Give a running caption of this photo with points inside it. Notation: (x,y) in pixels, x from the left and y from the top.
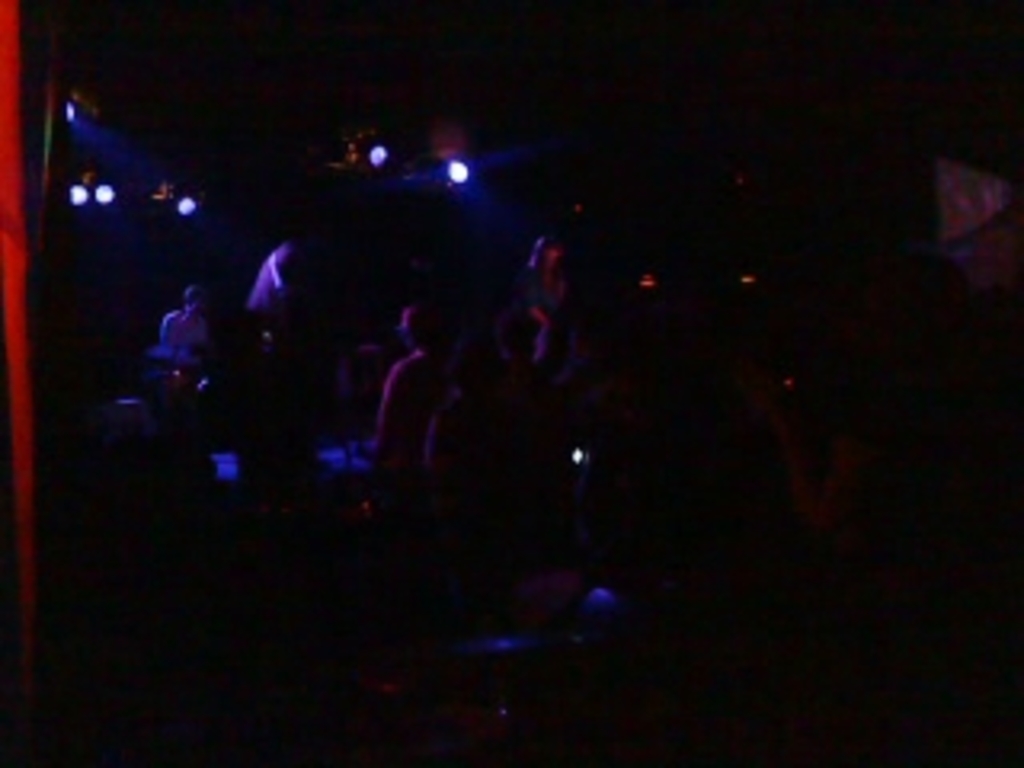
In this image there is a person (399,454) sitting on the chair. Left side there are few lights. There are few people (433,356) on the floor (417,580).
